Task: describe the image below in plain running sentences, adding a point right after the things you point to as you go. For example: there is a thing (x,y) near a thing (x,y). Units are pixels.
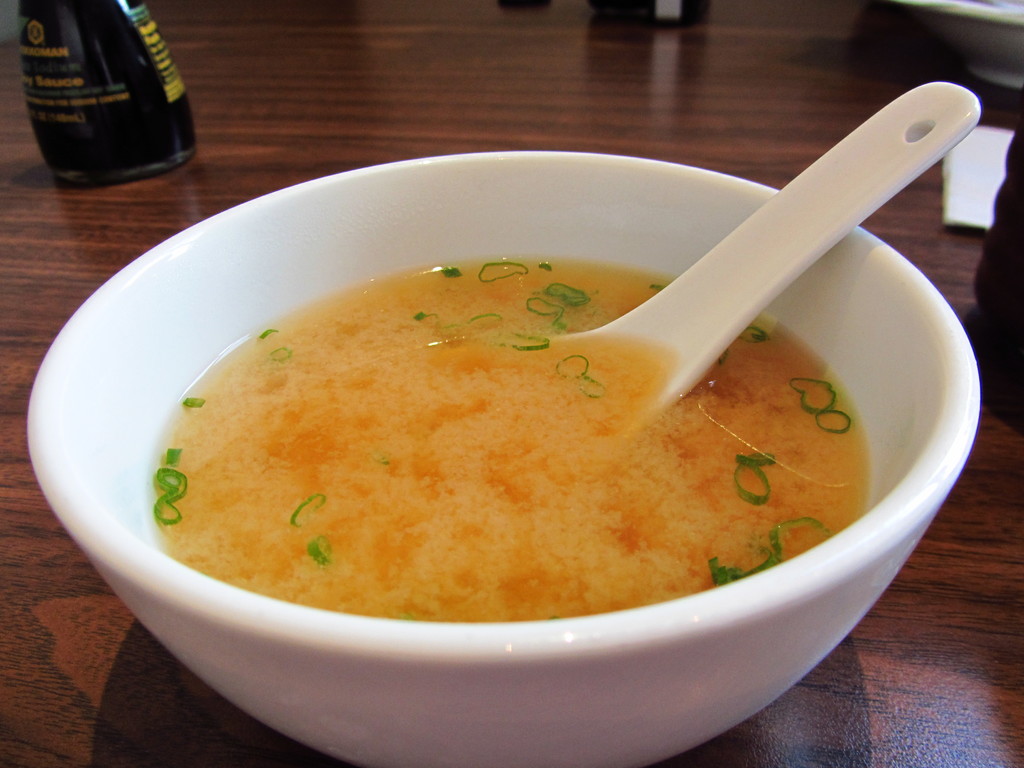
In this image I can see the bowl (263,314) with some soup (478,443). The bowl (108,446) is in white color and the soup (353,525) is in orange color and I can also see the spoon (606,342) in it. To the side there is a black color bottle (190,142) and I can see few more bowls (964,35) to the right (928,19). These are on the brown color table (21,281).
